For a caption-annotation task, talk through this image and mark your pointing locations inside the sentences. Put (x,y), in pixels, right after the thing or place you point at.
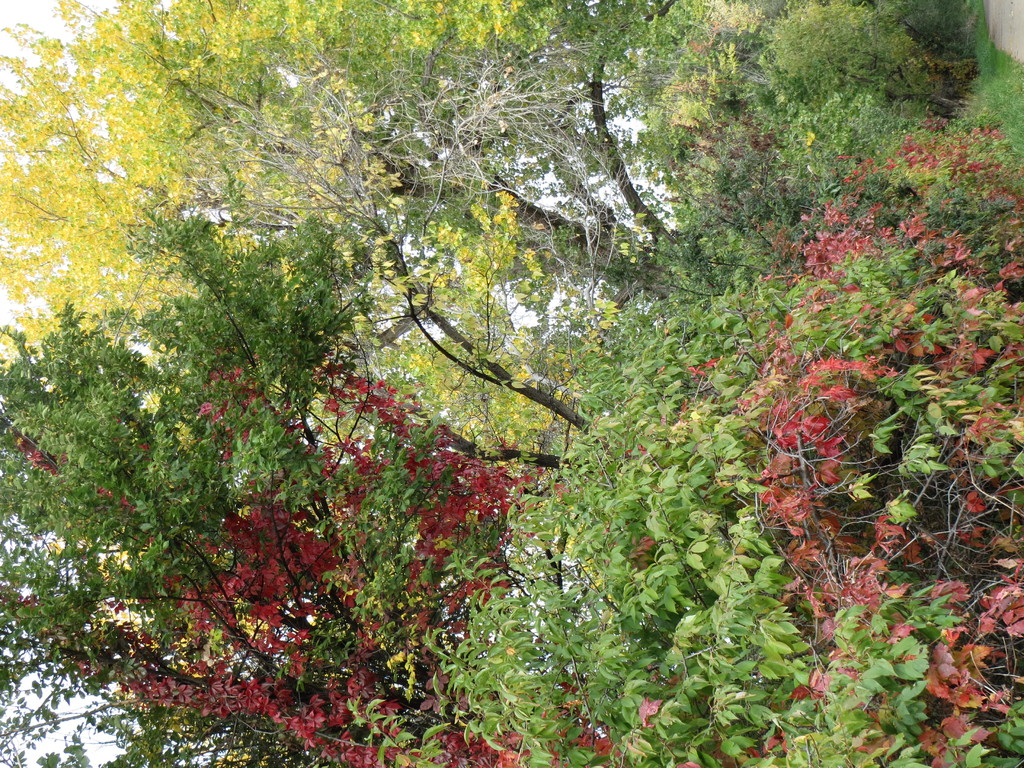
In this image we can see many trees (544,431) and leaves (431,451) of the trees (370,402) are in different colors. There is a sky (510,309) in the image.
